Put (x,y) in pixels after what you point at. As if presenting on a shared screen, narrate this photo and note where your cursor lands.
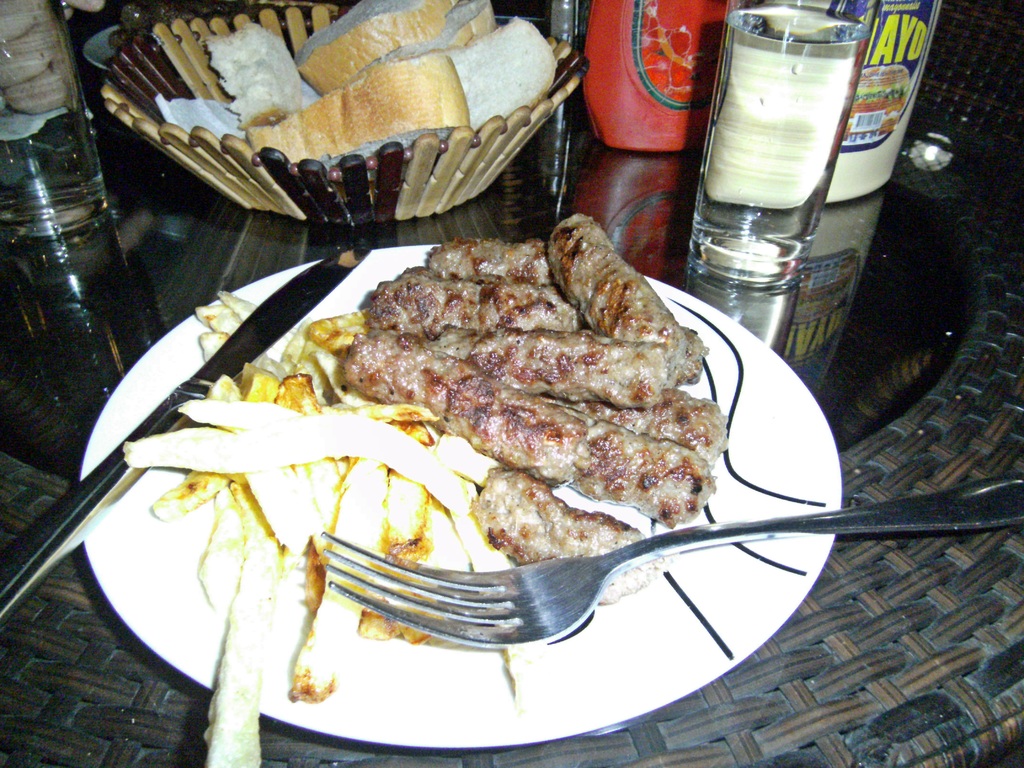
In this image there is a table (697,283) and we can see a plate (770,460), fork (473,588), knife (316,273), basket (384,160), bread (333,122), glasses (23,72), containers (898,35) and some food (381,477) placed on the table (847,654).
